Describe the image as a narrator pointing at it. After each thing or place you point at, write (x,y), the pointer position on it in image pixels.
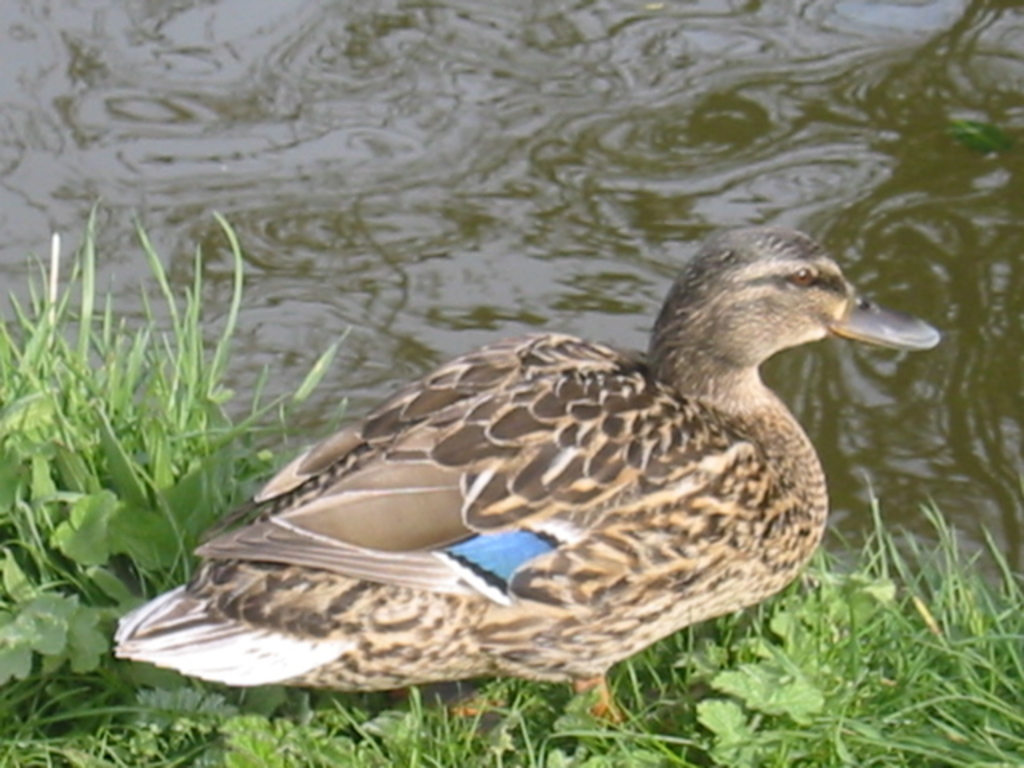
In this image we can see a bird (275,533), there are some plants (192,539) and grass (796,728), also we can see the water (513,254).
